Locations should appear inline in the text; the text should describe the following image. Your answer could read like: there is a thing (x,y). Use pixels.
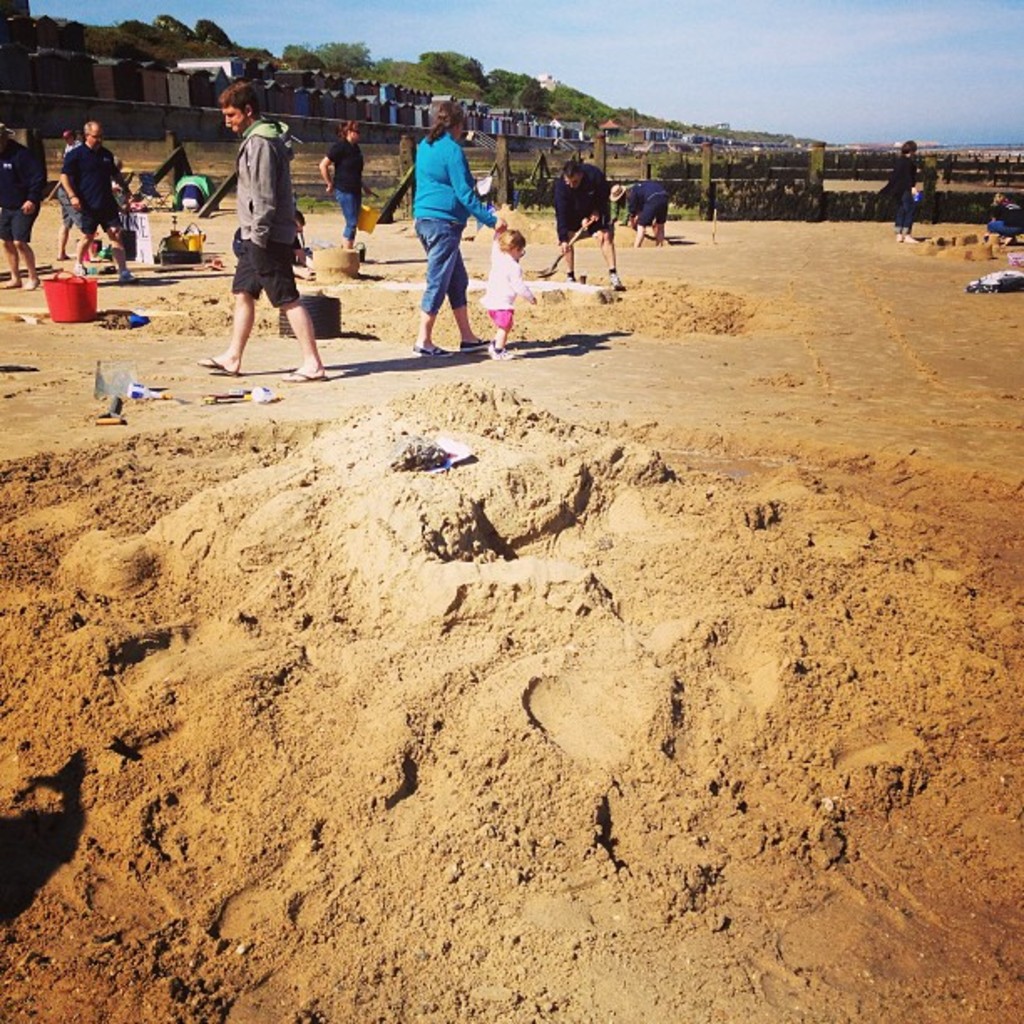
In this image I can see ground (771,383) and on it I can see number of people (438,210) are standing. On the left side of this image (145,218) I can see few stuffs (145,241) on ground (384,251). In the background (519,103) I can see number of trees (661,121) and the sky (701,82).
